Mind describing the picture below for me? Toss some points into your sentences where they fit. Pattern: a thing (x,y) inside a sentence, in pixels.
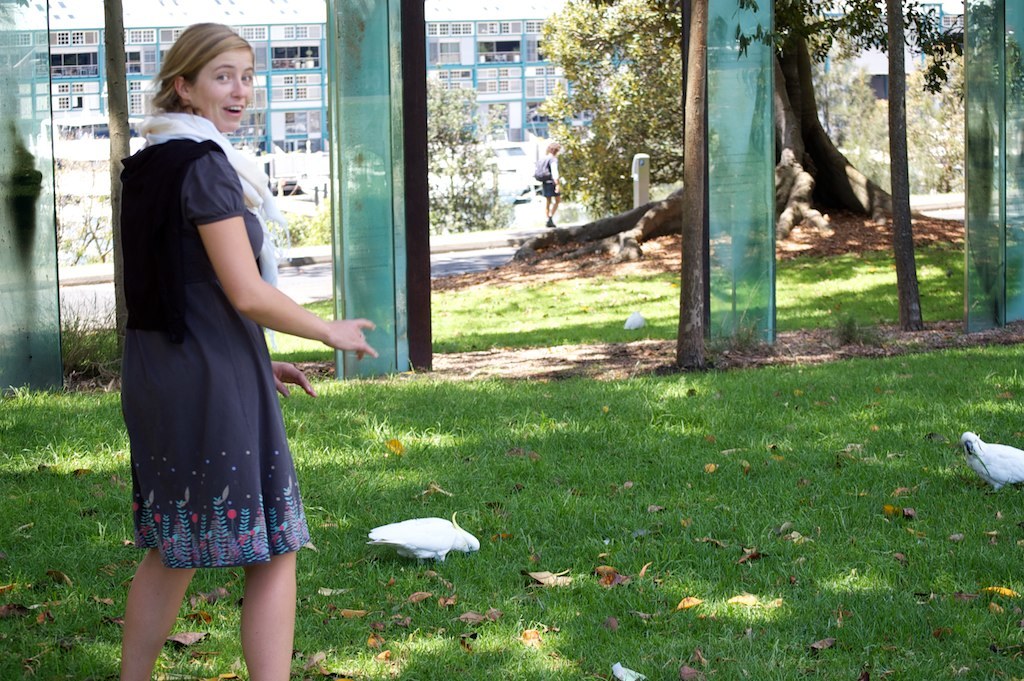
In this picture we can see there are two people (226,358). Behind the women (143,350) there are glasses (1004,169), trees (581,135) and it looks like a building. On the grass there are three white birds (1003,460).
